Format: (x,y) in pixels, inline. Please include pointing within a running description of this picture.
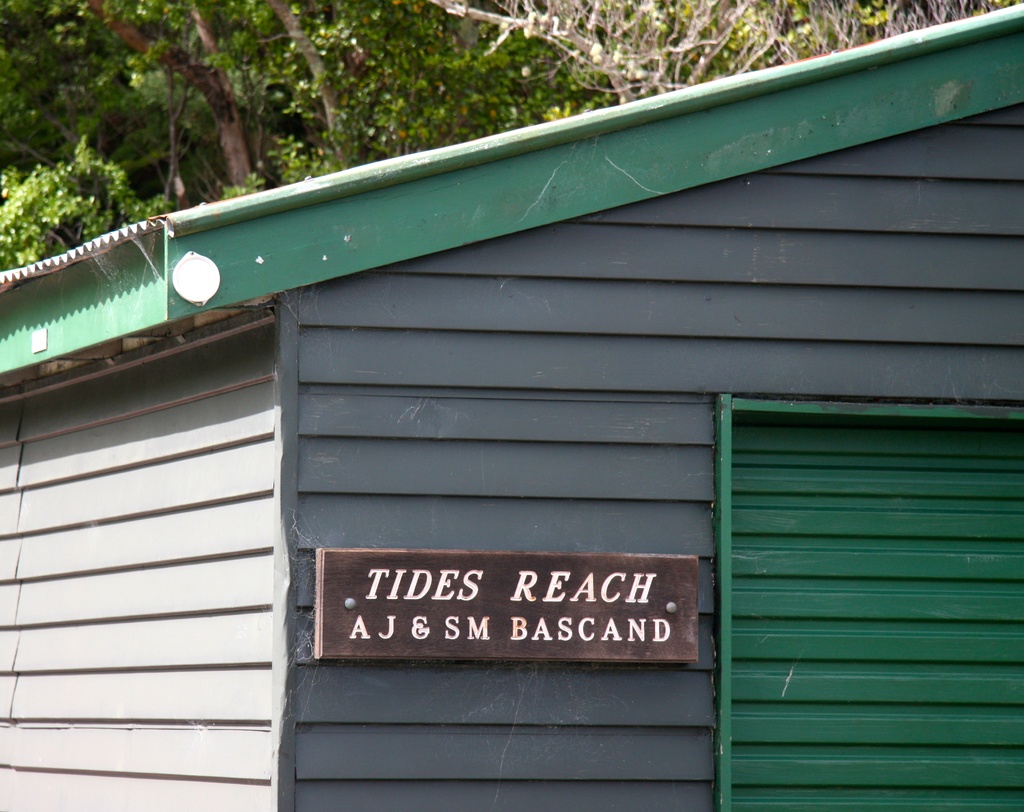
Here in this picture we can see a shelter (435,270) present and in the front (571,587) we can see a board (439,591) with some text (589,585) present on it and behind that we can see plants (129,193) and trees (463,118) present.
